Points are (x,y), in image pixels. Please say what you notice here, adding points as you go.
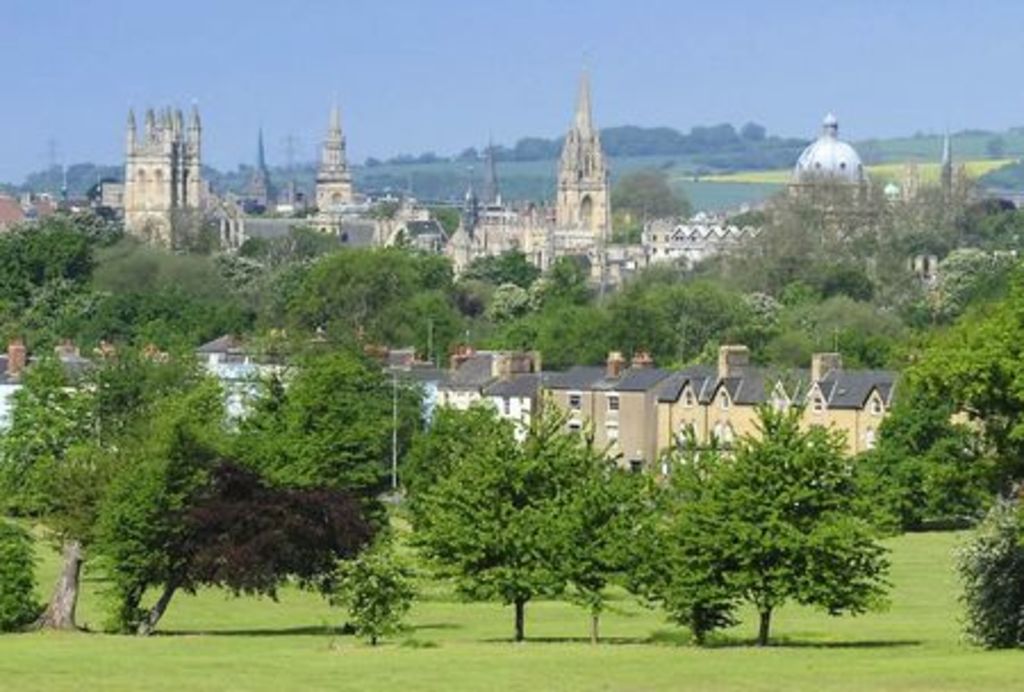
In this image, we can see so many trees (982,348), buildings (605,372), plants (908,224) and grass (70,655). Top of the image (422,119), there is a sky (950,6). Here we can see a pole (394,471) in the middle of the image (395,421).
